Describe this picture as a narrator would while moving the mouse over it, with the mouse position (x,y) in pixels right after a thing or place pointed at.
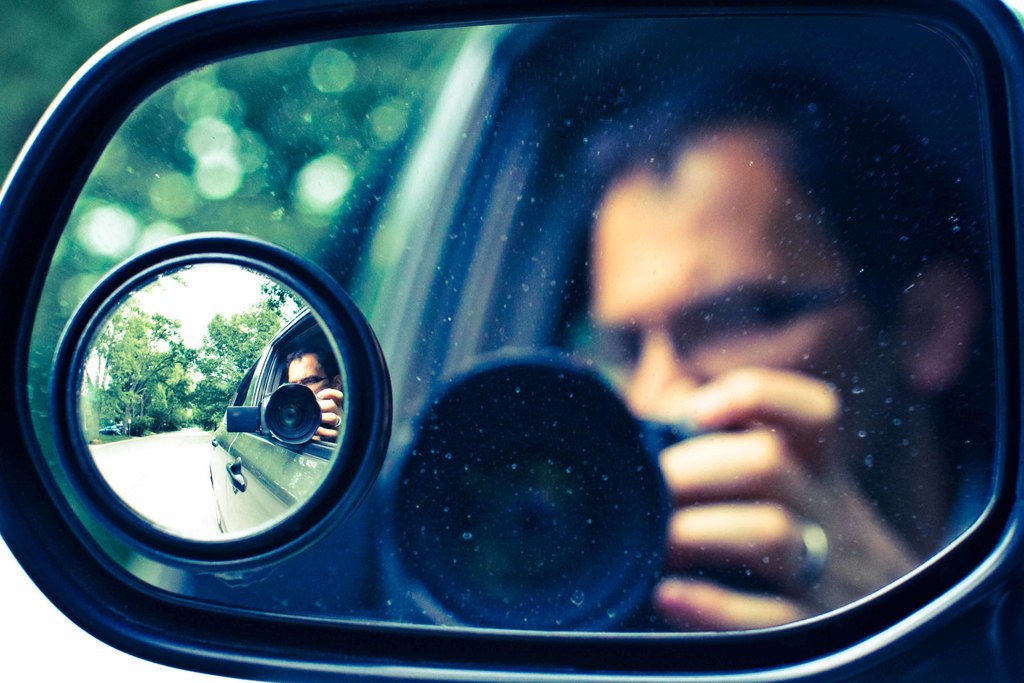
This image consists of a side mirror (462,232) of a car (878,596) in which we can see the reflection (392,484) of a man (330,432) holding a camera (280,413). In the background (148,389), there are trees (87,428).
